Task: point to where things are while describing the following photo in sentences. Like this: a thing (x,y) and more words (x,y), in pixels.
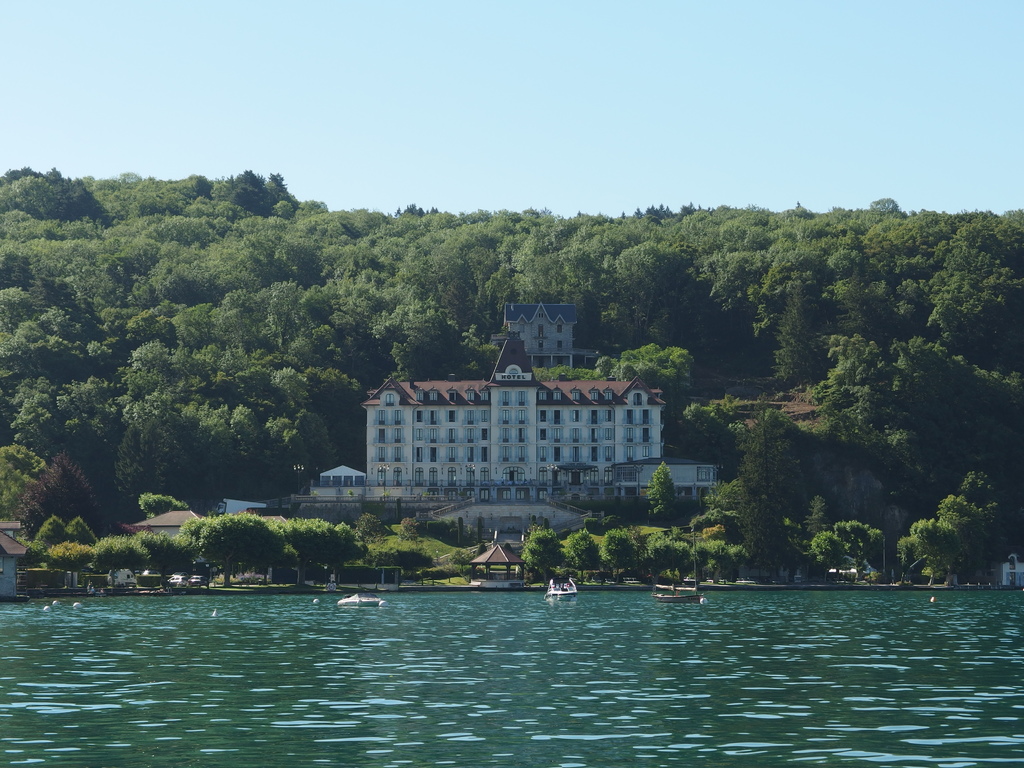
In this image in the front (479,650) there is water (582,682). In the background (380,425) there is a castle (543,409) and there are trees (605,326) and in the center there are boats (361,605) sailing on the water (291,614) and there are huts (20,547).
